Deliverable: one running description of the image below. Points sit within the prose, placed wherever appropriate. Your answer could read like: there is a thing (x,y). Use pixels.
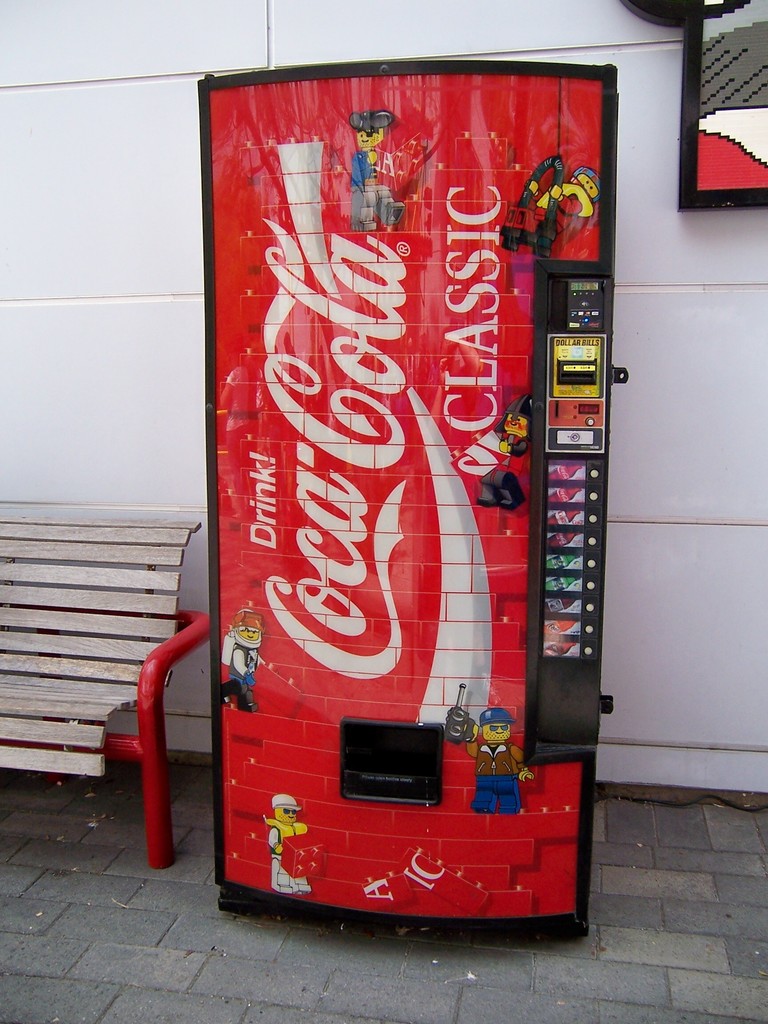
In front of the image there is a machine (333,708) with buttons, images (363,181) and there is something written on it. Beside the machine (375,176) there is a bench (136,676). In the top right corner of the image (712,185) there is an object (717,60) on the wall (706,242).
